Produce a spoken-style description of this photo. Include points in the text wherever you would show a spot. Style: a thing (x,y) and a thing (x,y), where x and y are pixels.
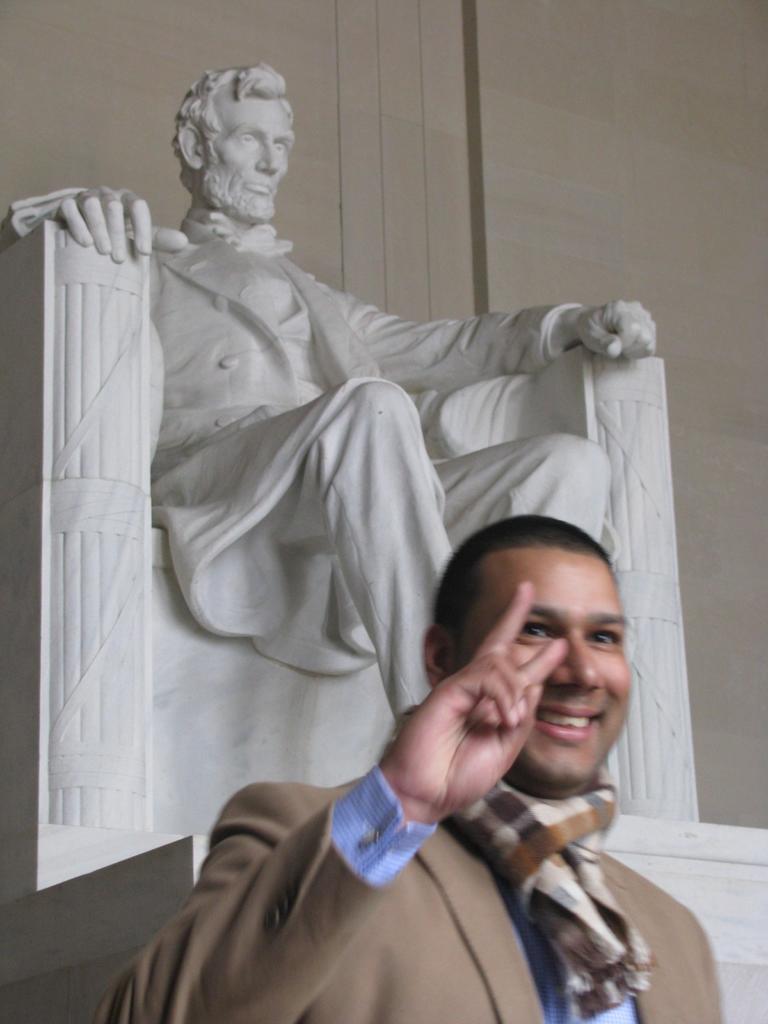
In the foreground of this picture (434,848) we can see a man (514,923) wearing suit (340,947) and smiling. In the center (259,436) we can see the sculpture (306,271) of a person (303,520) sitting on the chair (98,694). In the background (512,182) we can see the wall (503,189).
